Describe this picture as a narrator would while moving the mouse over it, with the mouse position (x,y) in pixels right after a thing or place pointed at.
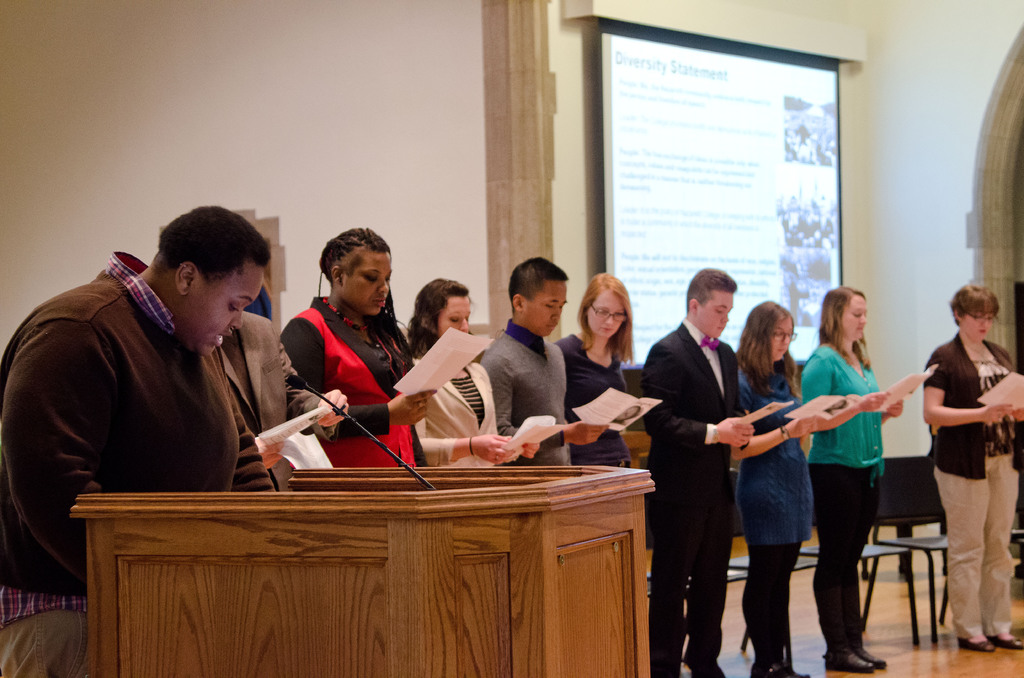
In this image there are group people (716,376) standing and holding the paper (531,432). At the front (269,653) there is a podium (392,605) with a microphone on it. At the back (667,233) there is a screen (625,146) and there are chairs (882,549) behind the people (789,510).
